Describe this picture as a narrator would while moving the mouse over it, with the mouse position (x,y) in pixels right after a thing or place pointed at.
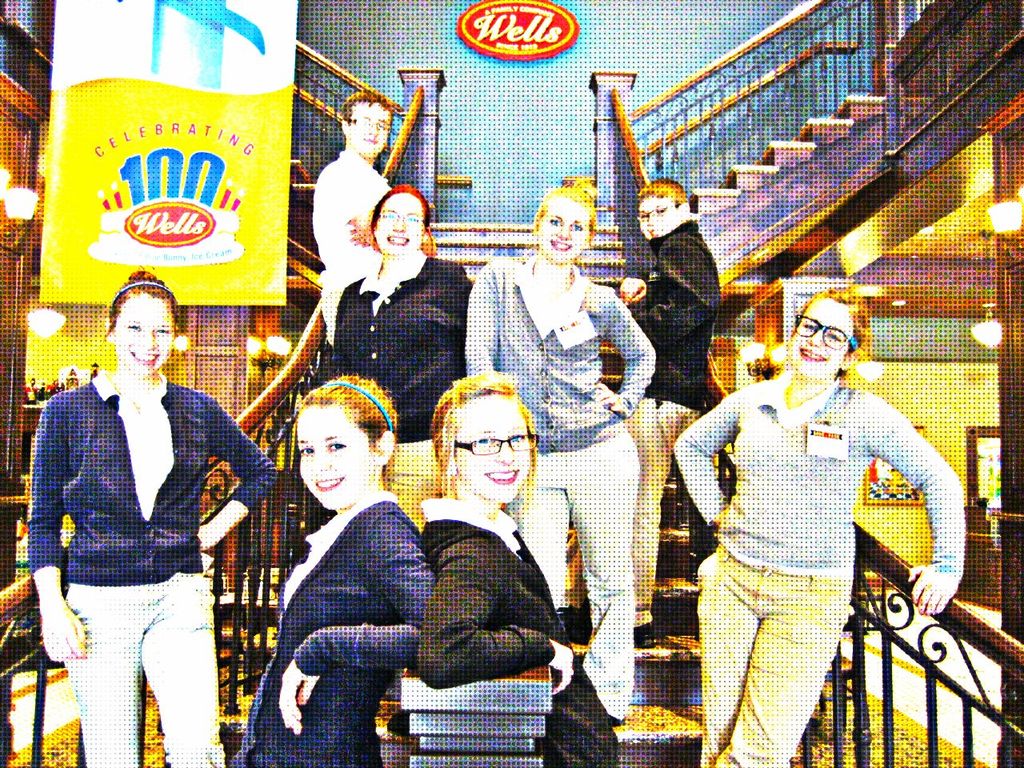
This is an edited picture. In this image there are group of people (522,444) standing and smiling. In the foreground (501,687) there is a post (478,720). At the back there is a staircase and there are handrails (857,663). On the right side of the image (983,473) there is a frame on the wall (961,441) and there is a mirror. On the left side of the image (26,398) there are bottles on the table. At the top left (72,116) there is a board (65,258) and there is text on the board (269,225). At the back (499,30) there is a board (499,30) on the wall (479,54) and there is text (488,15) on the board (480,48) and there are lights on the wall (442,15). At the bottom (68,735) there is a mat (68,735) on the floor (912,715).
